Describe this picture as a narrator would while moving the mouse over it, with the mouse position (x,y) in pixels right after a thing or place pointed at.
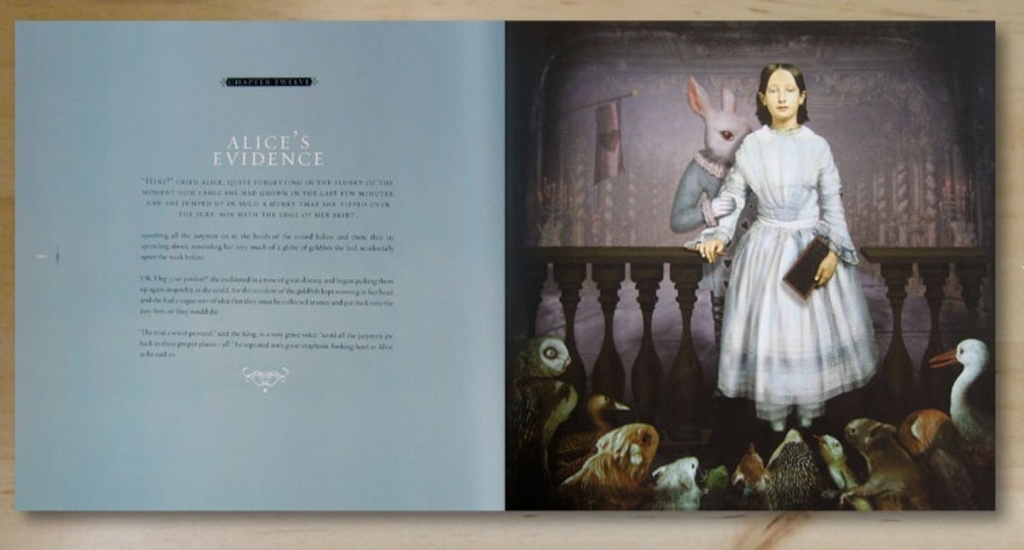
In this image I can see a person (813,235) standing and holding book (817,256). I can see an animal (713,180) standing and holding arm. I can see a flag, pillars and few animals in front.
